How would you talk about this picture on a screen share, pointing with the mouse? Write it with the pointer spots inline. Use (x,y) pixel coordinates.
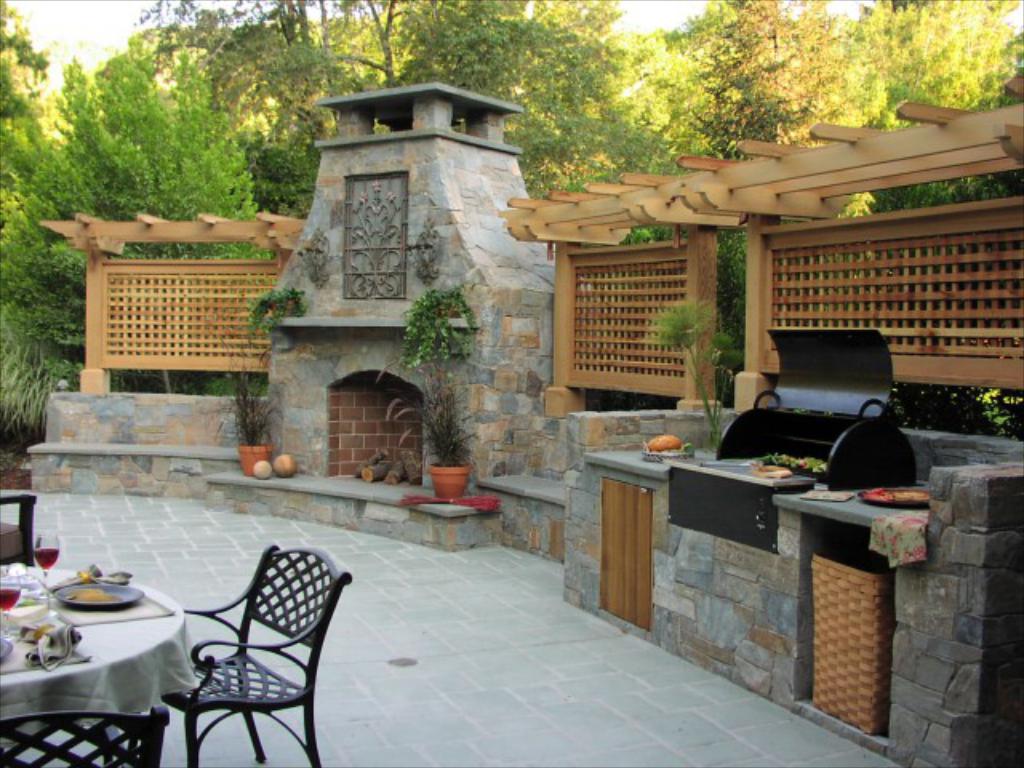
In this image there is a brick fireplace (324,229). Left side (22,625) there is a table (93,614) having glasses (5,594), plate (74,595), napkin (63,638) and few objects (107,614). Few chairs (312,646) are surrounded by a table (108,704). Right side (770,515) there is a cabinet (721,556) having few objects (812,493) on it. There are two pots (441,495) on the floor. The pots (253,463) are having plants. There is a fence (169,265). Background (93,119) there are trees (81,133). Left top there is sky (93,38).
